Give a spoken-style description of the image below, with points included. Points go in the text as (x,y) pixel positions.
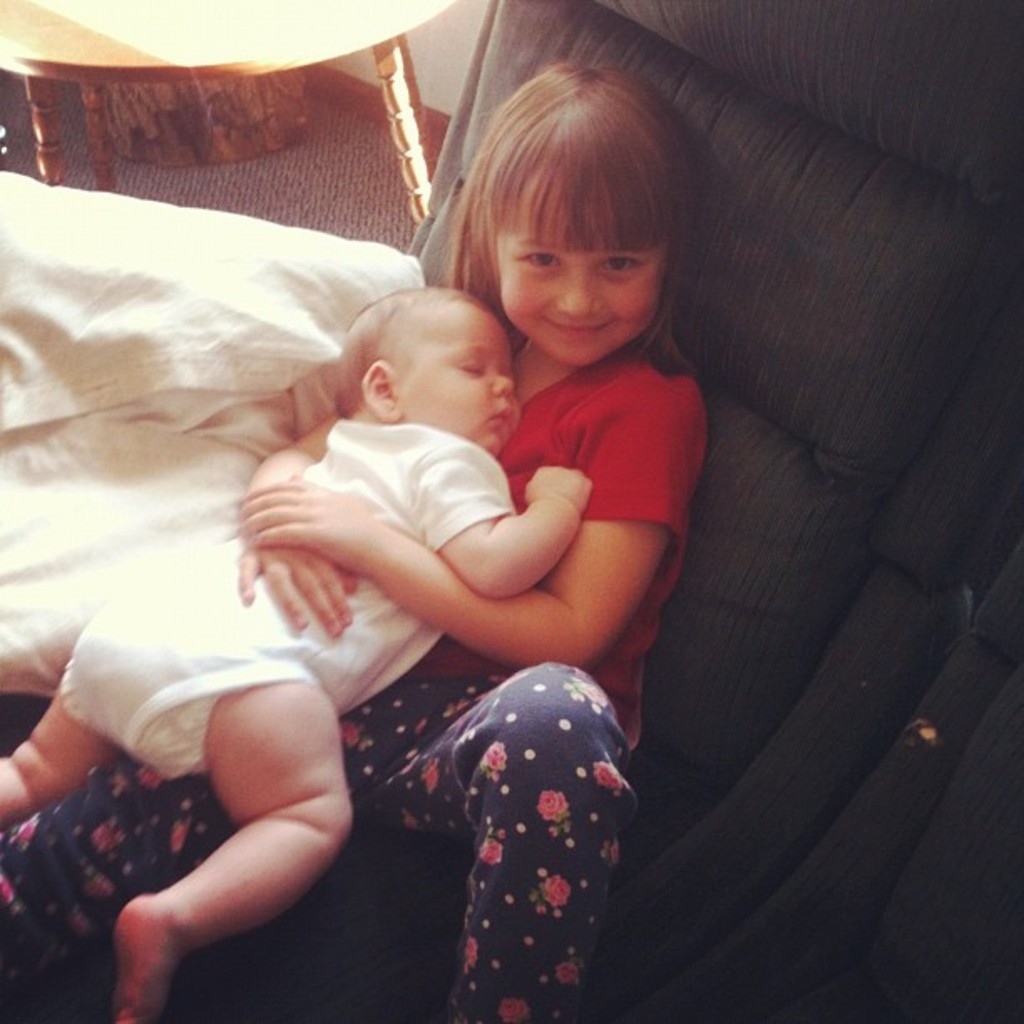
This picture is taken inside the room (610,372). In this image, in the middle (574,367), we can see a girl (579,401) sitting on the couch (777,706), we can also see a girl (605,451) is holding a kid (435,336) in her hand (363,561). On the left side (143,249), we can also see a white color and a table (138,23), under the table (271,44), we can see an object (300,99) and a mat (358,226).
